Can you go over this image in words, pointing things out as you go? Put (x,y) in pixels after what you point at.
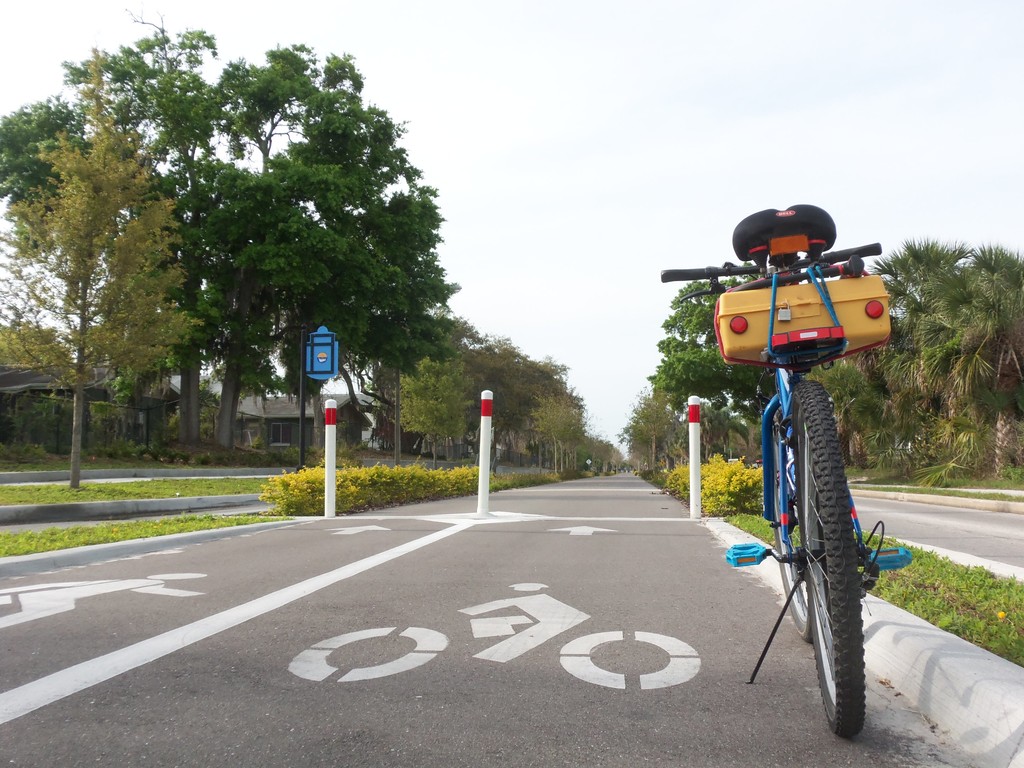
In this picture we can see there is a bicycle (816,629) parked on the road (796,671) and in front of the bicycle (773,445) there are poles (330,438) and to the black pole (306,369) there is a board (310,373). On the left (255,302) and right side of the bicycle (838,612) there are trees (426,394). On the left side of the trees (233,423) there are houses (262,427) and a sky (553,112).
